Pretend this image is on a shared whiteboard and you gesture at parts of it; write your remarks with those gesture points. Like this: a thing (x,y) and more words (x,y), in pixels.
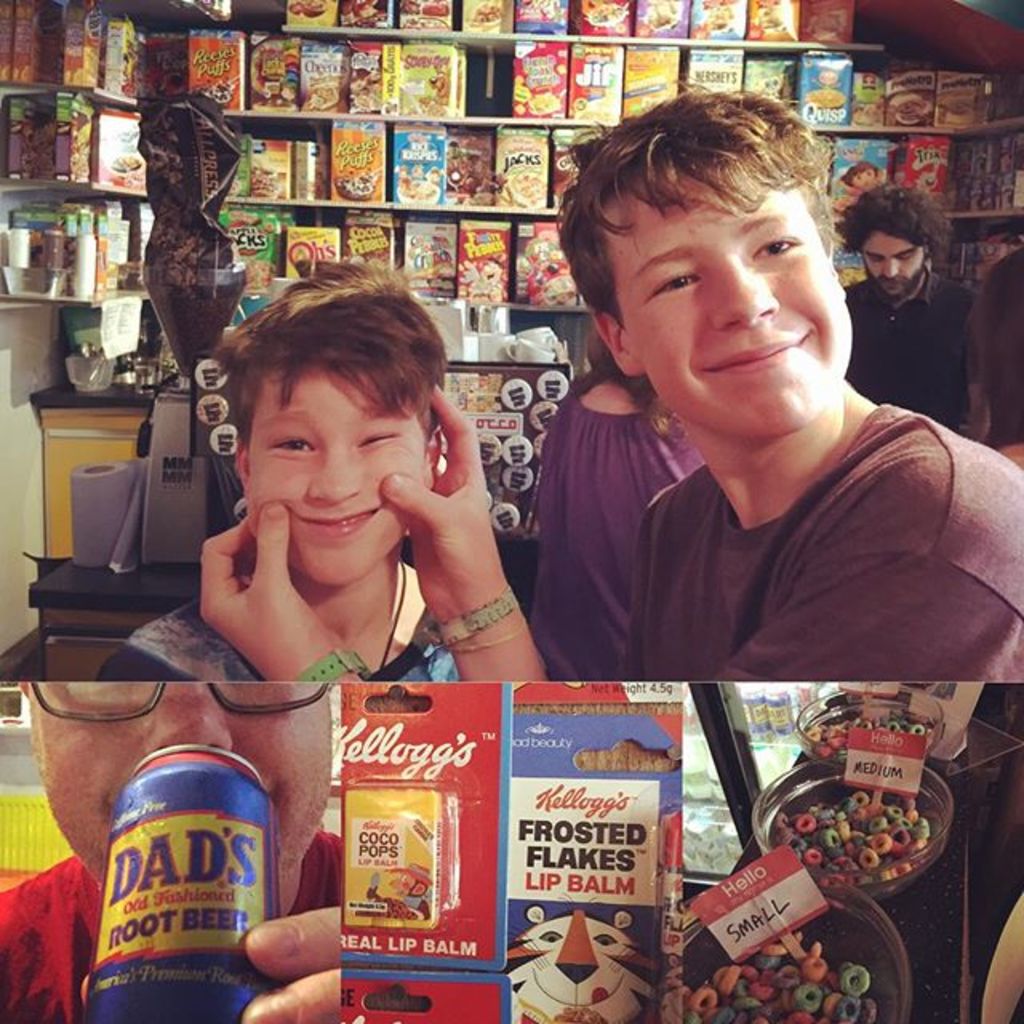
I see this is a collage pic and in this pic I see a person (316,724) who is holding a can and there are few things (504,784) over here and In this pic I see few people (982,642) who are standing and these 2 are smiling. In the background (23,70) I see lot of boxes (25,53) in the racks (329,190).
